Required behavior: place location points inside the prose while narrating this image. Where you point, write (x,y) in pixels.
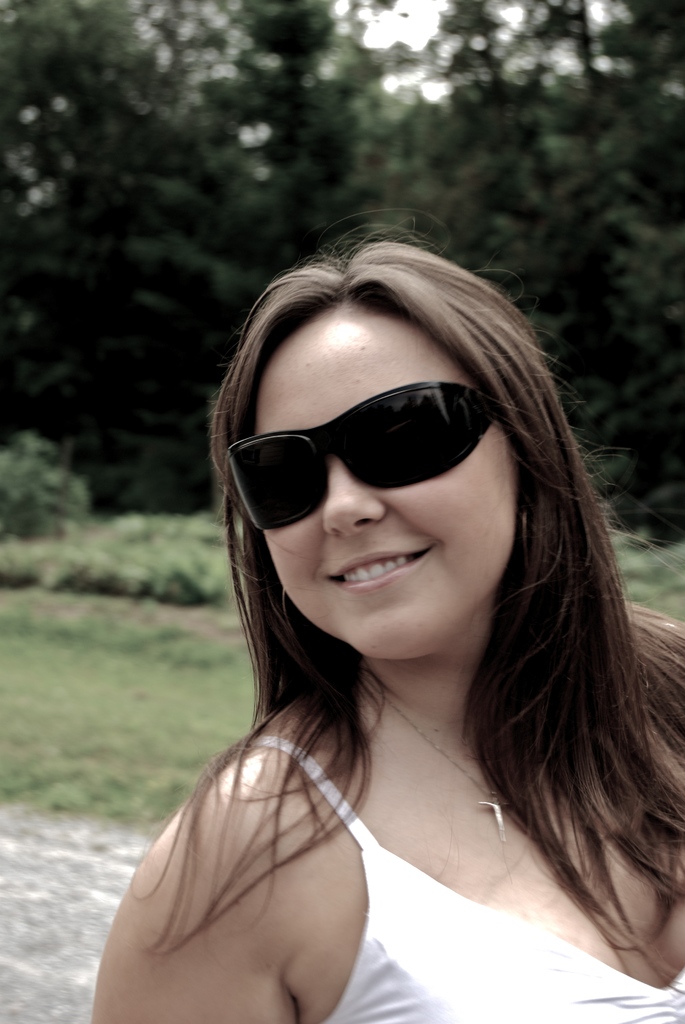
A woman (503,792) is standing wearing goggles (393,462) and clothes (409,983), here there are trees (199,511).
